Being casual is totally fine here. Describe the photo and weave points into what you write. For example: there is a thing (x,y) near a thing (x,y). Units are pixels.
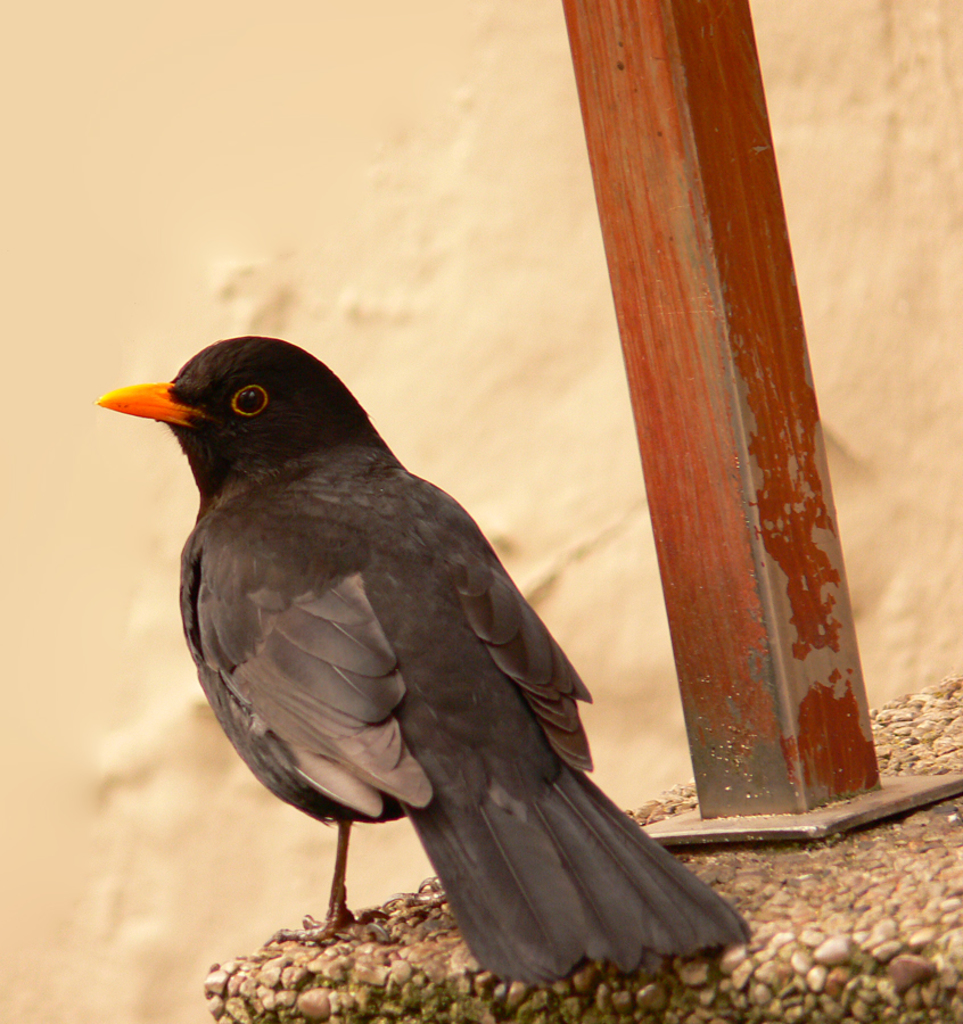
In this image, I can see a bird (500,782) and an iron pole (807,706) on a rock (807,845). In the background (354,179), It looks like a wall (914,133).
